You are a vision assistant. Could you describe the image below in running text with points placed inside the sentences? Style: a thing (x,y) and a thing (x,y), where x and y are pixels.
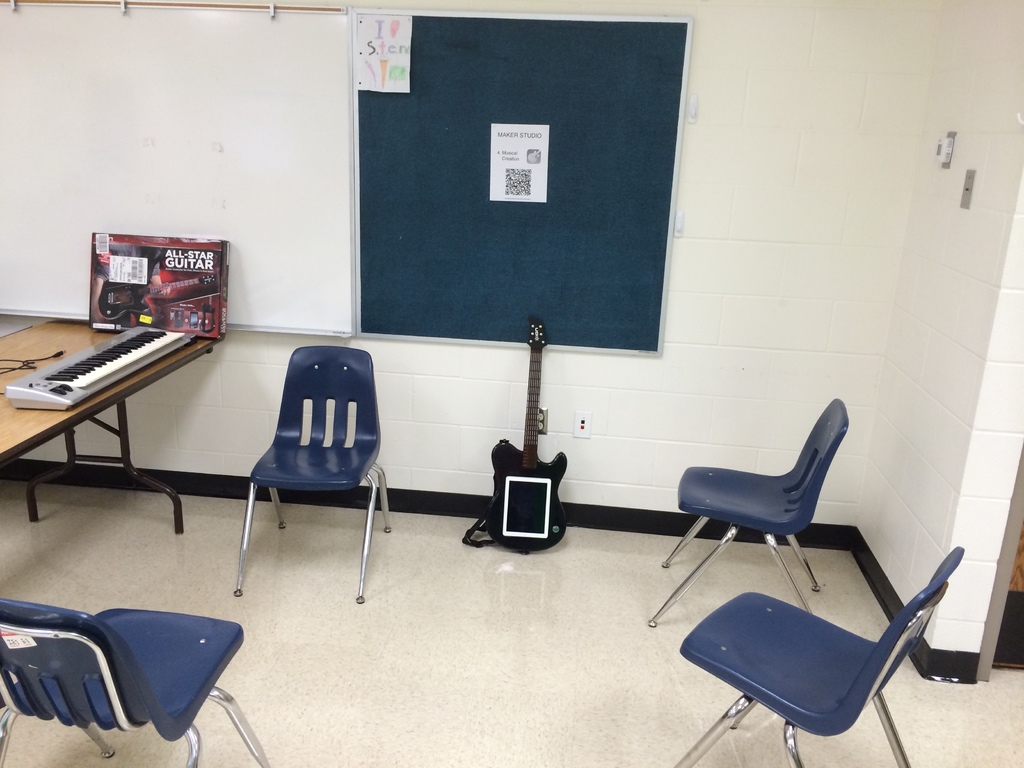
In this image i can see inside view of a room (718,394) and there are some chairs (179,654) kept on the floor (789,594) and there is a guitar (543,479) attached to the wall (496,433) and there is a notice board (391,232) right side of the chair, on the left side (20,413), there is table (24,339), on the table (8,419) there is a musical instrument (103,377) kept on that.
